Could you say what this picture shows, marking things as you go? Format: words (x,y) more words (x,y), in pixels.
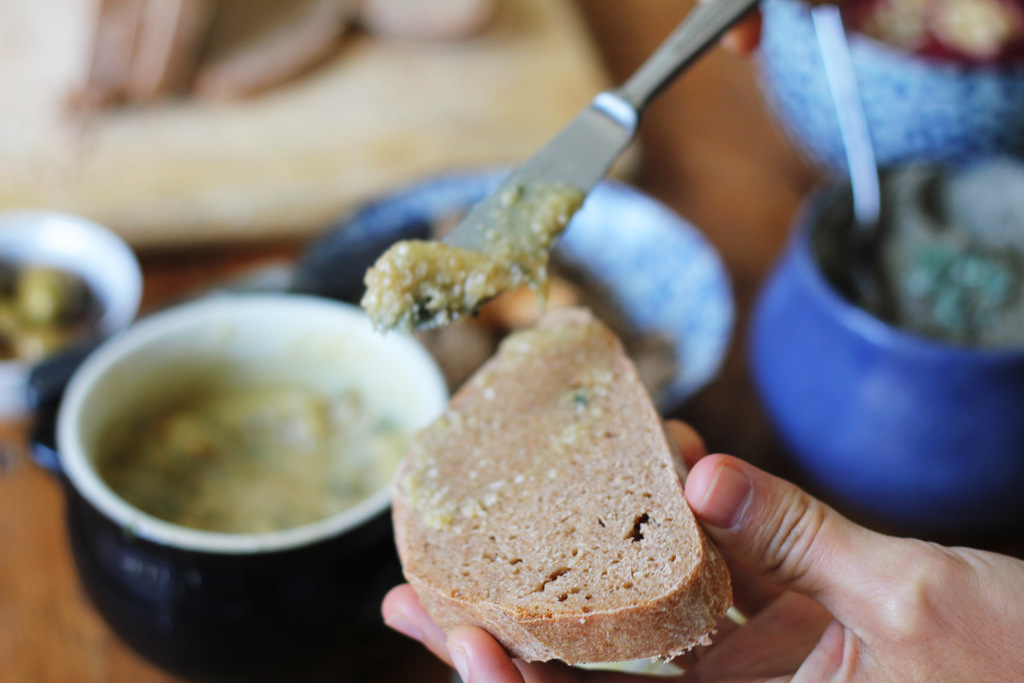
In this picture I can see the person hand (858,591) who is holding a bread (608,518) and knife (717,9). On the table (741,436) I can see the bowls (994,384). In the bowl (379,379) I can see the food items (270,422).
